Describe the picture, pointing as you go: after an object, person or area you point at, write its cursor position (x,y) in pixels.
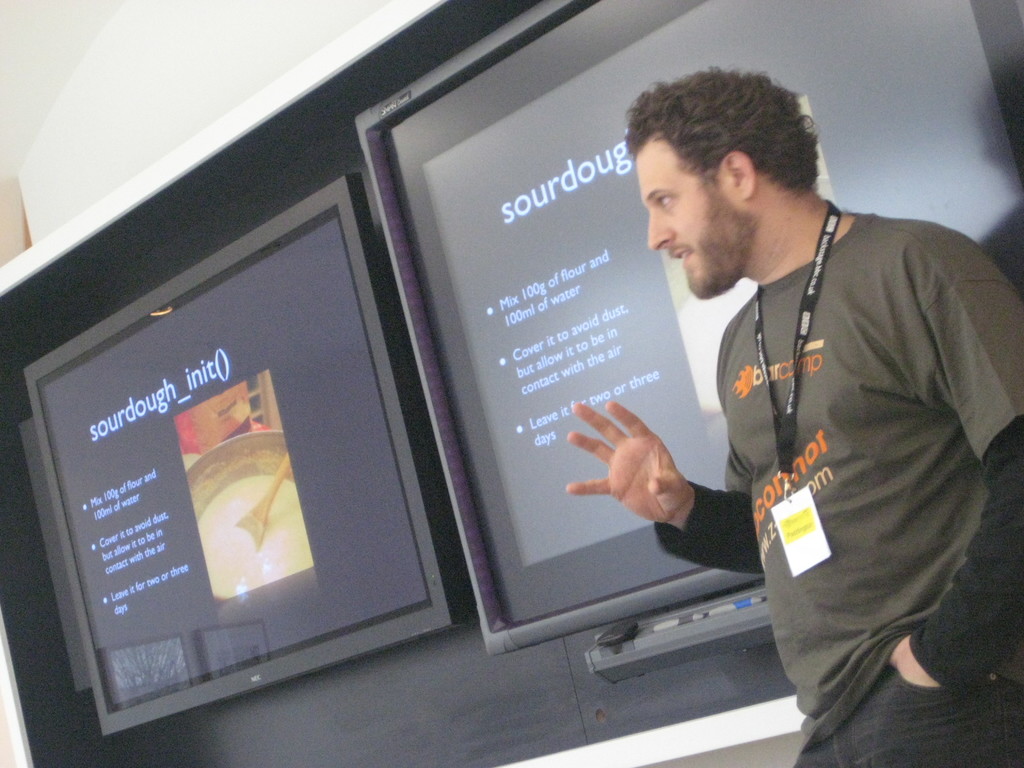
In this picture there is a man (952,326) standing and talking. At the back (973,171) there are screens (394,512) on the wall (256,715) and there is text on the screens (235,555) and there is a remote (617,637) on the stand (667,647). At the top (76,171) there is a wall (120,104) and there is a picture (249,505) of a bowl (243,450) and spoon (265,505) on the screen (254,657).
